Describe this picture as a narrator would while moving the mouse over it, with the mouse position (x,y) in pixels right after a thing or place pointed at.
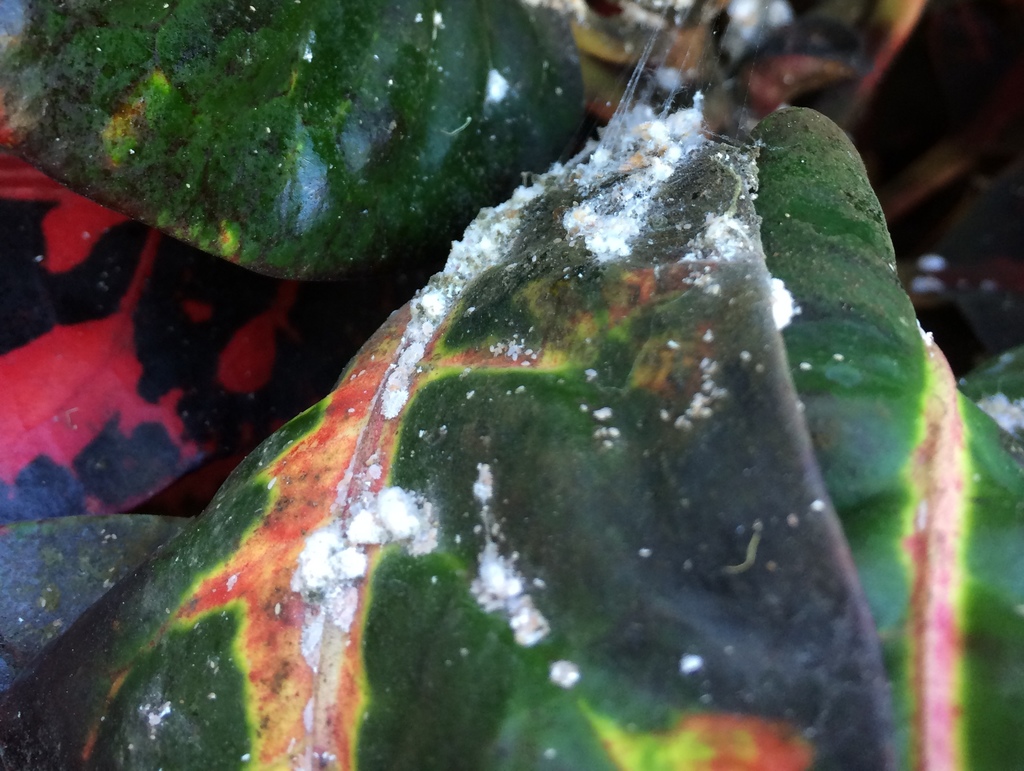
In the foreground of this image (525,457), there is fungus (573,167) on the leaves (729,397).
